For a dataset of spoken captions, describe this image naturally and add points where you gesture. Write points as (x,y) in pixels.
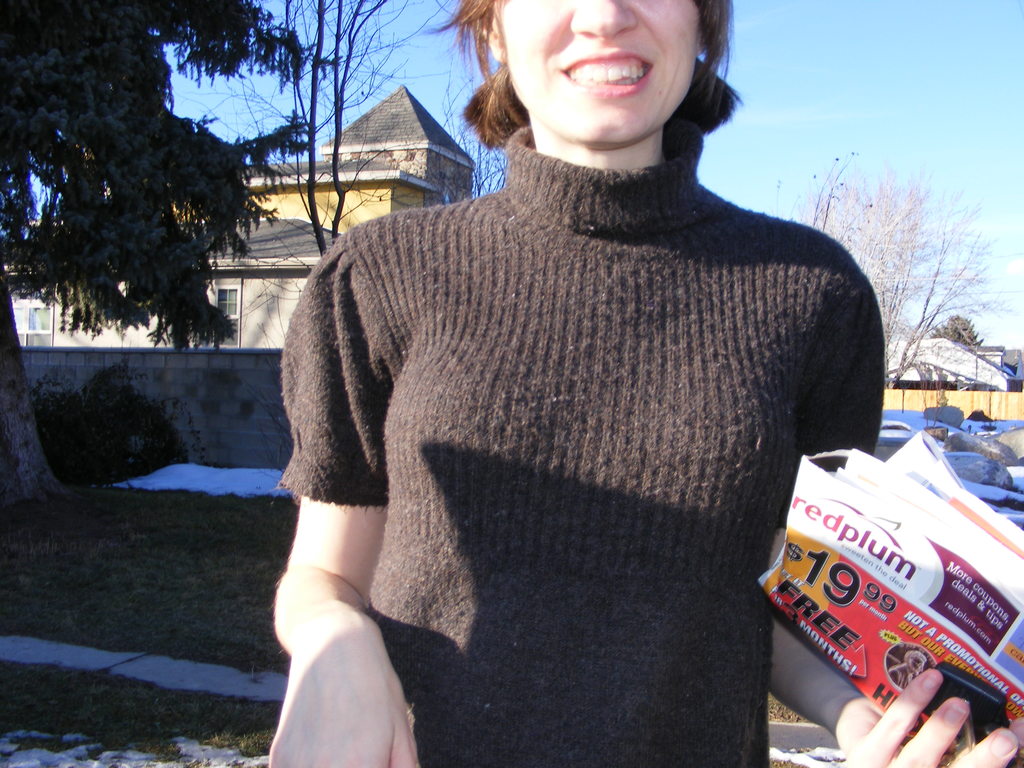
In this image, at the middle (345,446) there is a woman (313,559), she is standing and she is holding a paper (830,650), at the left side (106,593) there is grass (156,586) on the ground (127,579) and there is a green color tree (133,317), at the background (263,296) there are some homes (274,284), at the top (856,168) there is a blue color sky (849,69).
